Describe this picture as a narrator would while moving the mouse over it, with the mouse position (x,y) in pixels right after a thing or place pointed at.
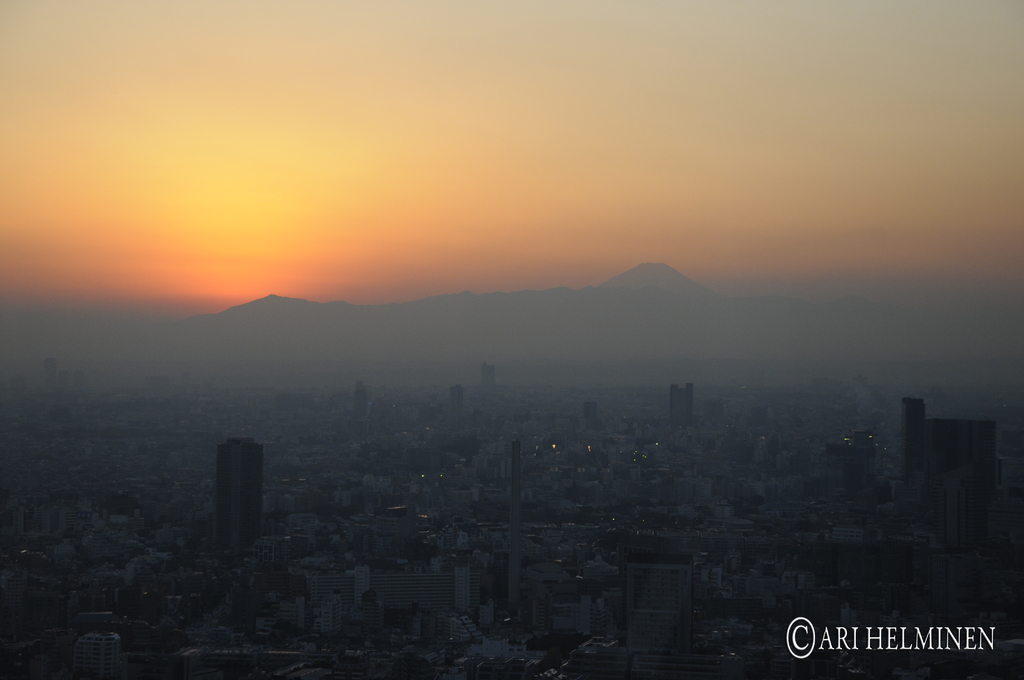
This image is an aerial view. At the bottom of the image (280,555) we can see many buildings (552,490). In the background (430,289) there are hills (238,324) and sky (514,199).
